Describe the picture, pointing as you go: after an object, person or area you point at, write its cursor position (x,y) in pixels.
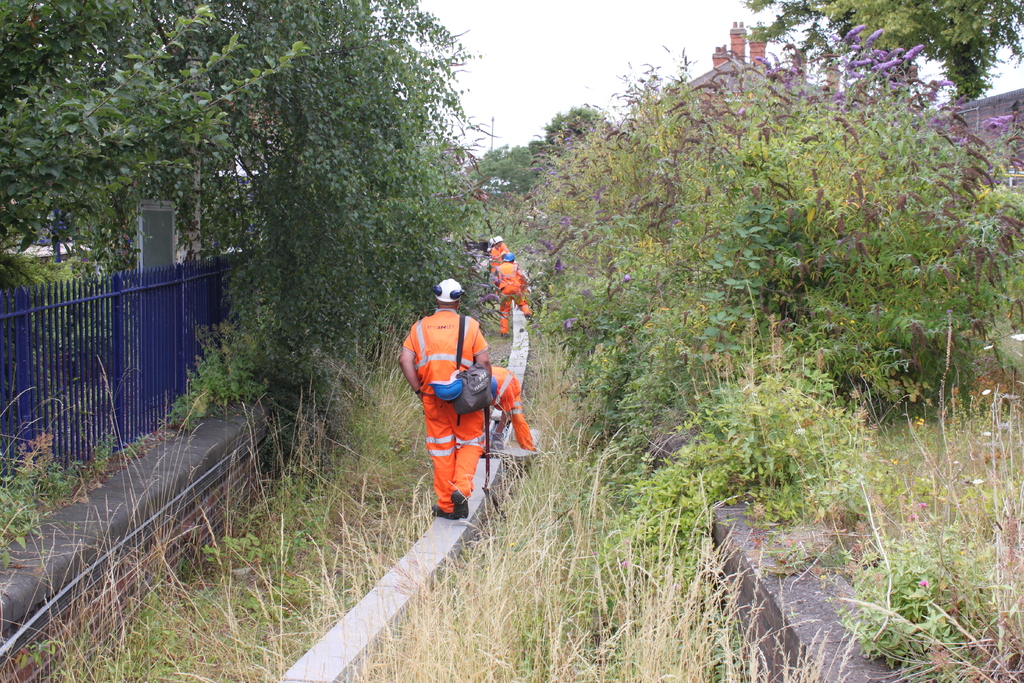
In this image we can see some persons (427,351) wearing similar color dress (436,368) which is of orange walking on the white color cement pole (410,557) there are some trees (366,248) on left (321,173) and right side of the image (741,165) and in the background of the image (792,42) there are some houses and clear sky (495,81).
